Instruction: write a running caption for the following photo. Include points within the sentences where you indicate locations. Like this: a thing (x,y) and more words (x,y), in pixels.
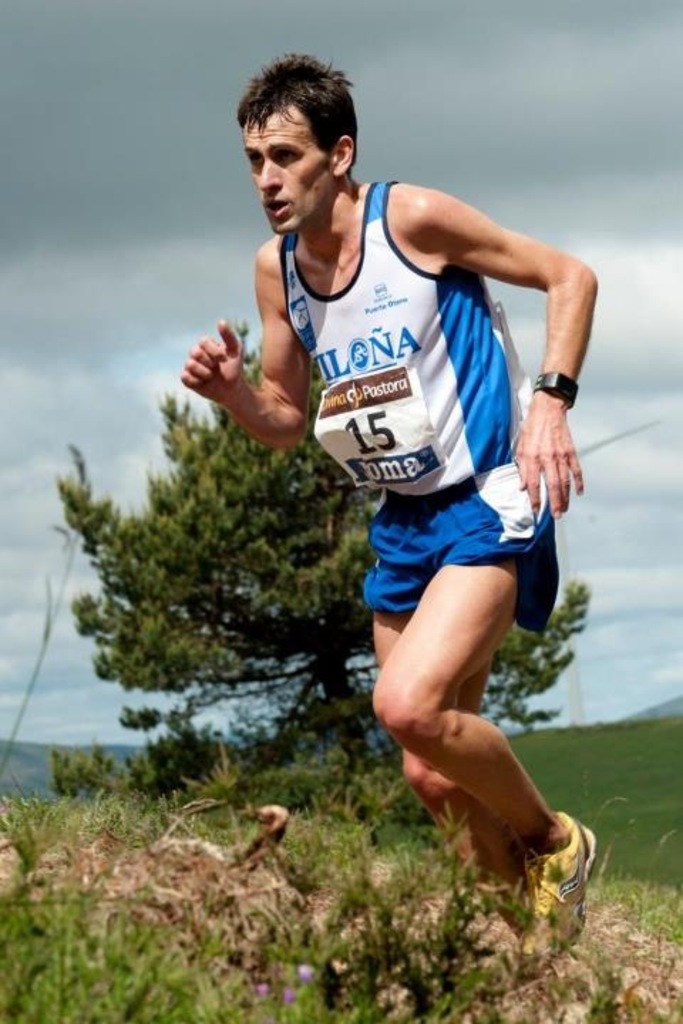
In this image I can see a man (471,220) is running and I can see he is wearing white and blue colour dress (461,424). I can also see few numbers (347,430) are written over here. In background (131,407) I can see grass (65,996), a tree (110,548), clouds (162,105) and the sky (603,299).
